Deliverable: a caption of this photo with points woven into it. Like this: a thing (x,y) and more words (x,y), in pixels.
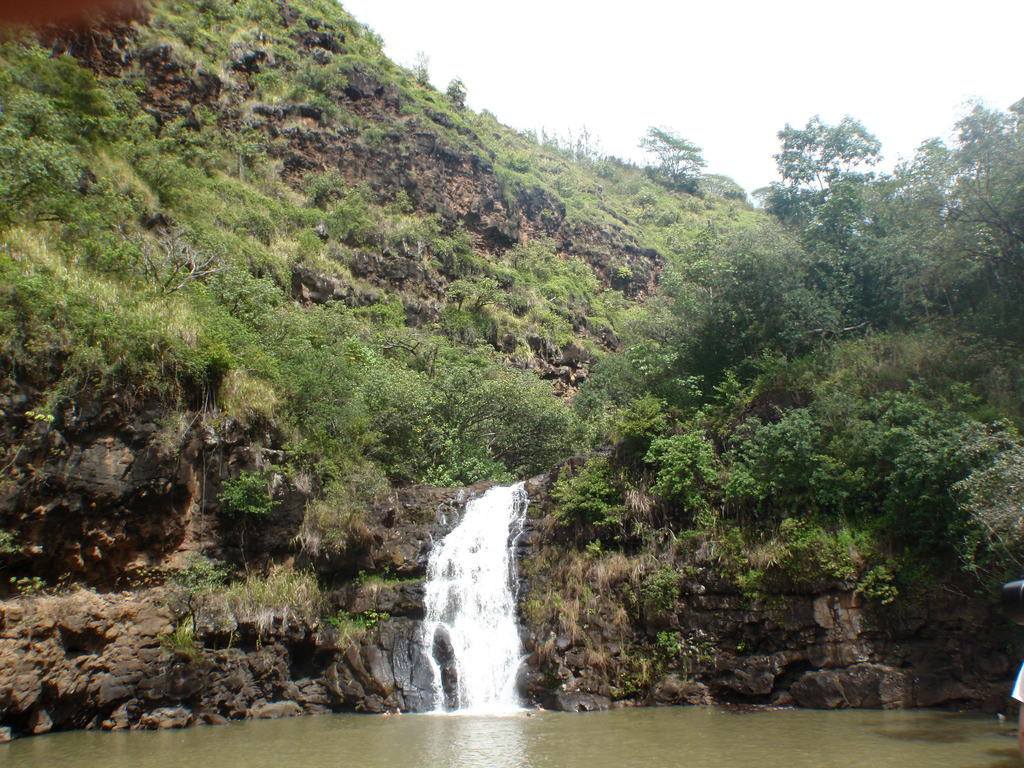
In the picture I can see trees (669,362), the water (520,652) and plants (646,659). In the background (574,130) I can see the sky (598,111).
